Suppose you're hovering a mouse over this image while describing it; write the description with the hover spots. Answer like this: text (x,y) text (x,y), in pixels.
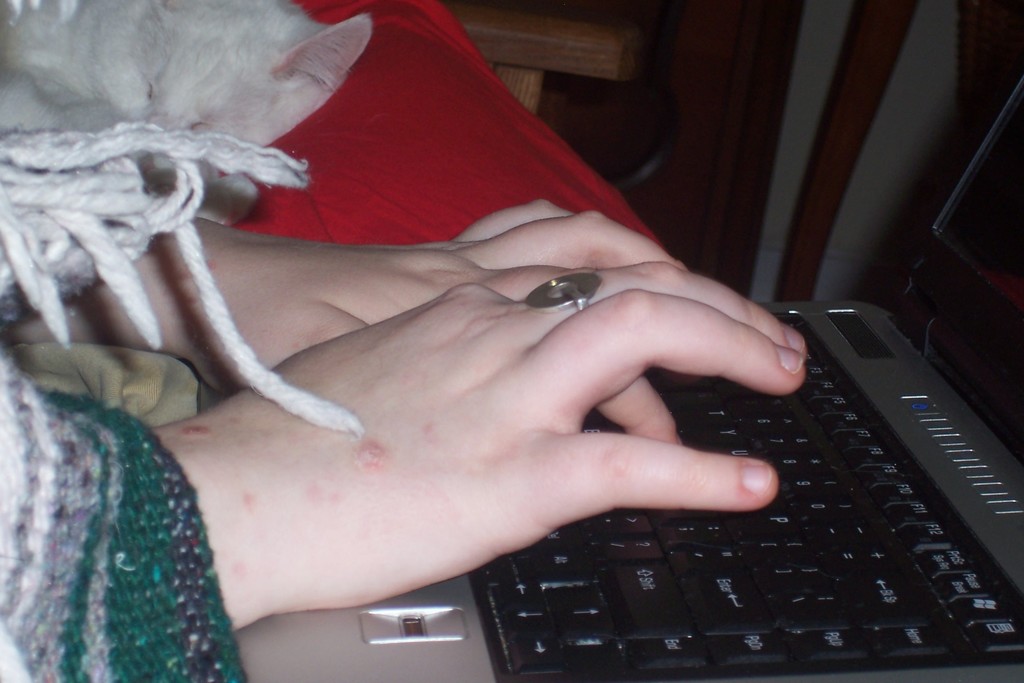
In this image we can see a laptop (805,390), here a person (589,377) is holding it, there are the fingers (559,321), there is the hand ring (552,295), beside here is the cat (125,68).
